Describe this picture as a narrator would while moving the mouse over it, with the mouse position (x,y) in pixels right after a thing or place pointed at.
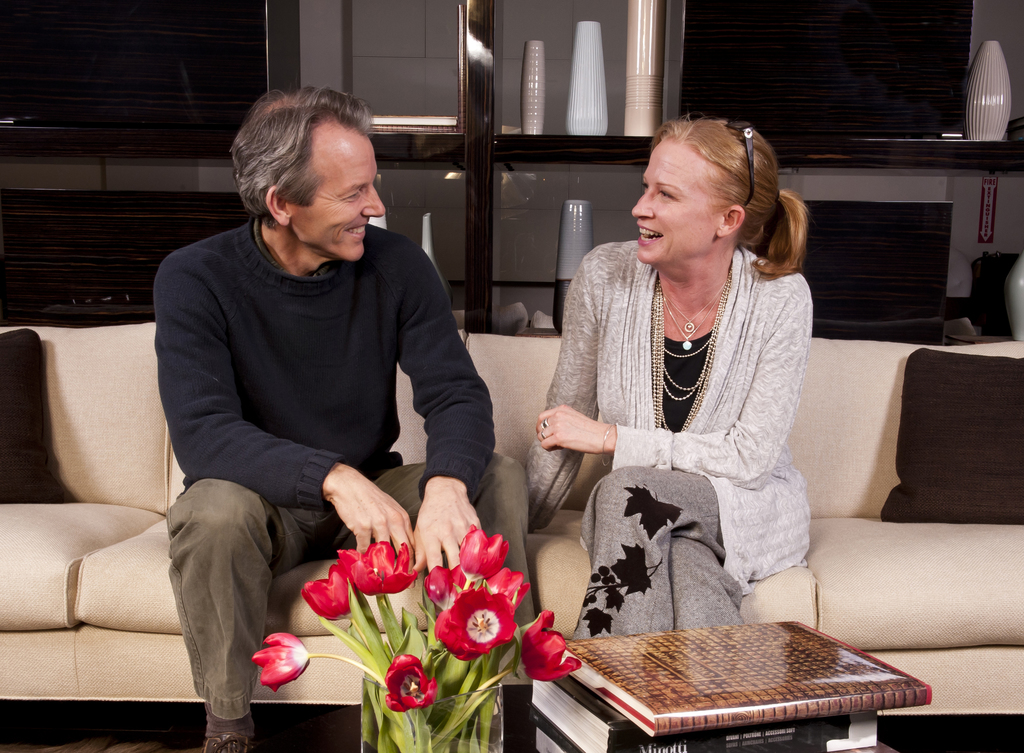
In this picture there is a man (394,363) and woman (660,368) sitting on couch (905,545). They are smiling. In front of them there is a table (320,719) and on it there is a flower vase (392,739) and books (623,716) are placed. Behind them there is a wooden cupboard (860,94) and it things (579,83) are placed.
